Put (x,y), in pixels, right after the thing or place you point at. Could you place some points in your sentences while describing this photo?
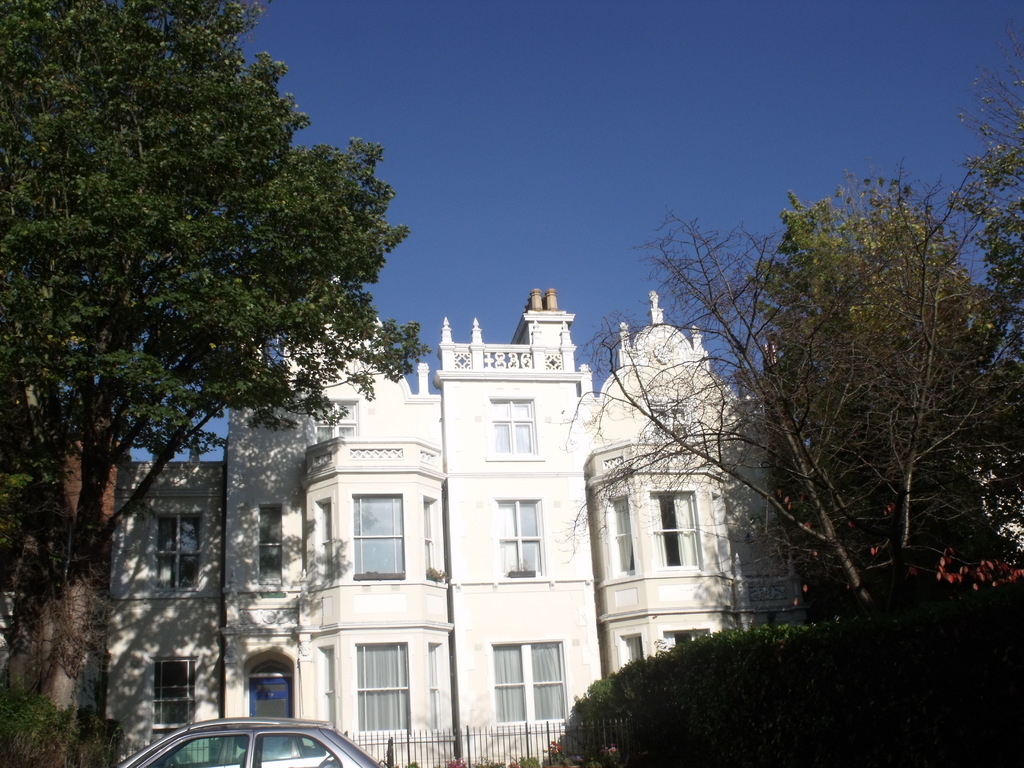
In this image we can see a few buildings (420,579), there are some windows (401,547), trees (298,208) and fence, in front of the building (313,661) we can see a vehicle (324,728), in the background (755,40) we can see the sky (645,31).
